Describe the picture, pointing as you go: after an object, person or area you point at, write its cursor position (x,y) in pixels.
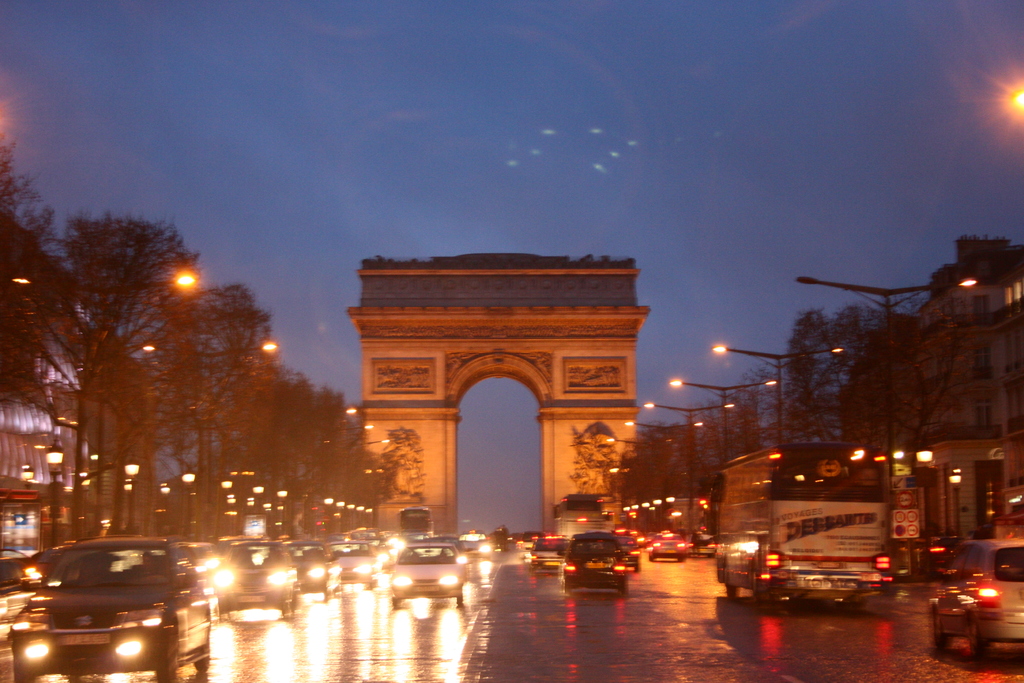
In the center of the image (456,410) we can see an arch (426,418). At the bottom (435,549) there are vehicles (401,598) on the road (550,614). We can see poles (820,352) and there are lights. In the background (295,434) there are trees (88,347), buildings (966,473) and sky (350,146).
